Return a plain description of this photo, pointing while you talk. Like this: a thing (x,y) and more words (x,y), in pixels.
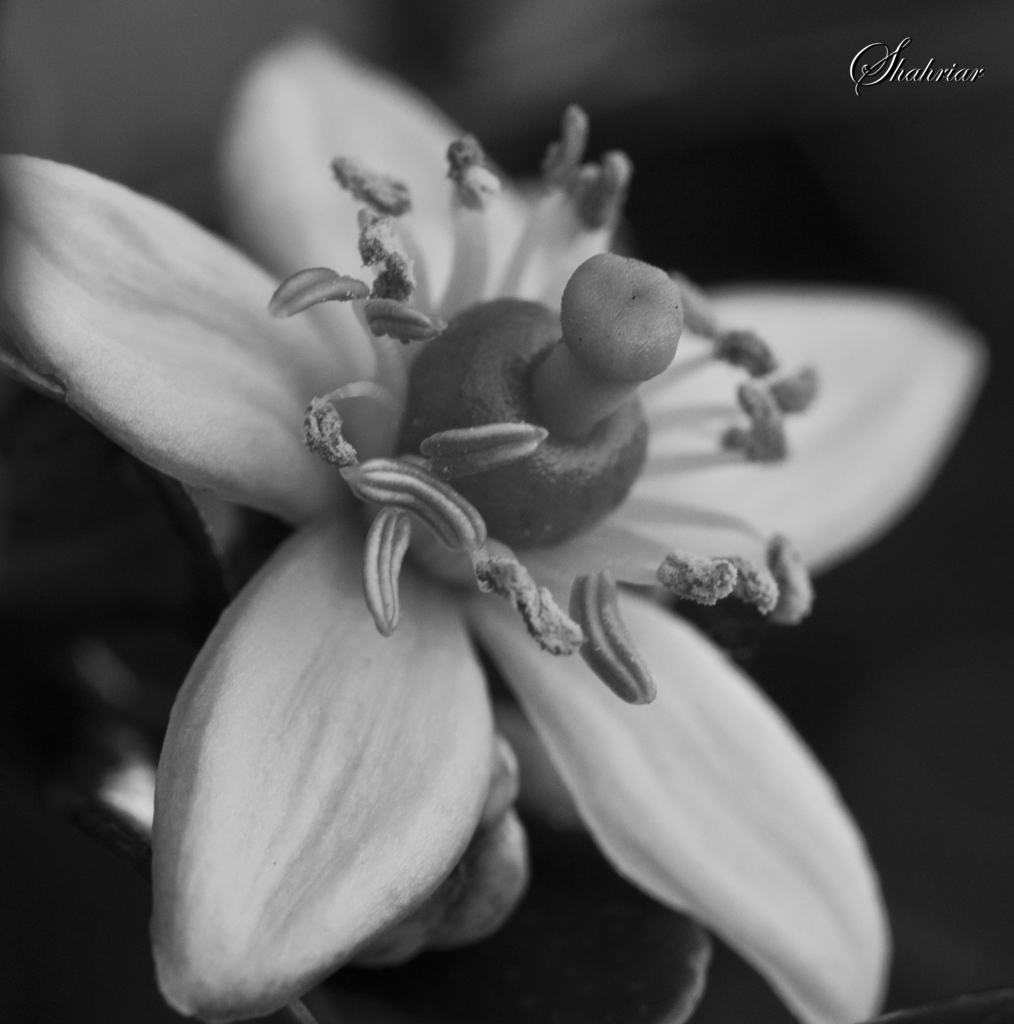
It is the black and white image in which we can see that there is a flower (392,590) in the middle (392,590). In the flower (543,395) there are pollen grains (367,184).
